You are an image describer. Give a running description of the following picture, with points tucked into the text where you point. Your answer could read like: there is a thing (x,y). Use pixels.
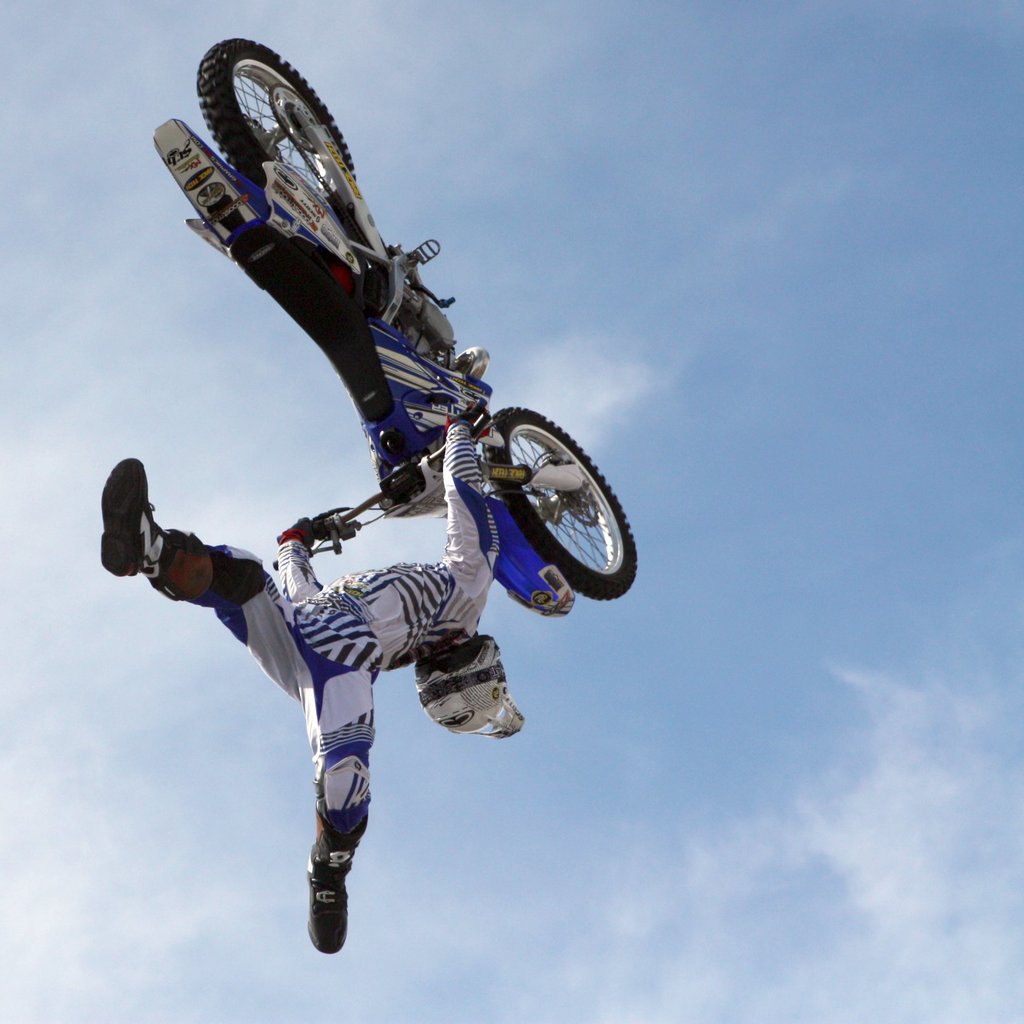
In this image there is a person (463,528) holding the bike (337,296) and he is in the air (530,800). In the background of the image (790,339) there is sky (790,339).
